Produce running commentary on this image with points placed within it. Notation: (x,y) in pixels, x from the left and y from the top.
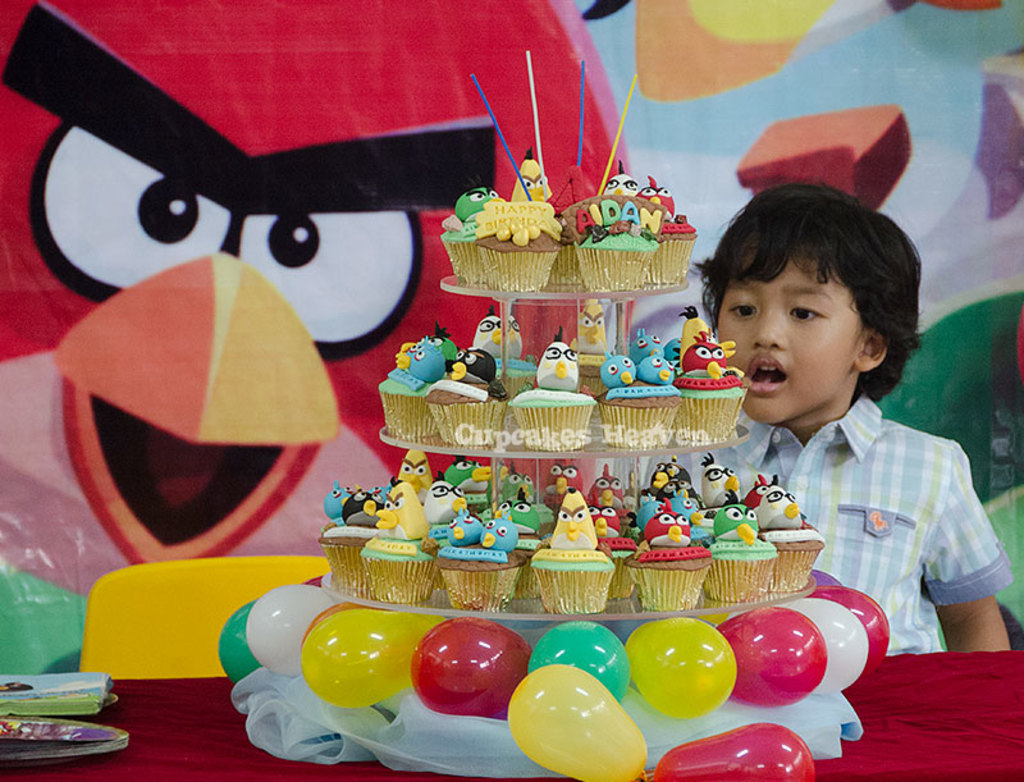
In the image there are a lot of cupcakes (440,381) and below the cupcakes (384,499) there are balloons (500,647), there is a boy (813,382) standing in front of the table (186,730) and behind the boy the wall (402,67) is painted with different pictures (238,156) and there is a yellow chair (150,649) in front of the table (129,698).
